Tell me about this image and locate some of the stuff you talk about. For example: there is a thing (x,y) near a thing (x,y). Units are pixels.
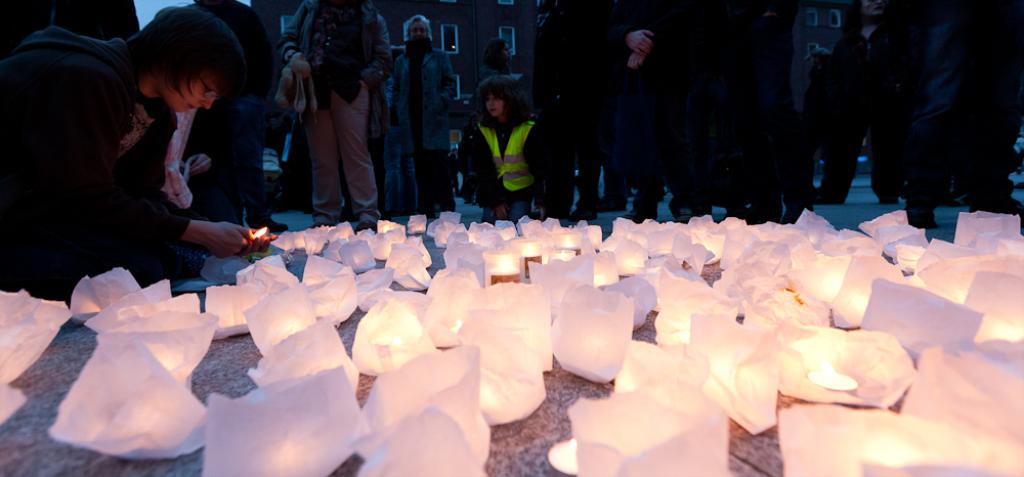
In this image, we can see persons (404,93) wearing clothes (887,88). There are sky lanterns (631,242) on the ground (560,388). In the background (816,13), we can see buildings (435,16).
